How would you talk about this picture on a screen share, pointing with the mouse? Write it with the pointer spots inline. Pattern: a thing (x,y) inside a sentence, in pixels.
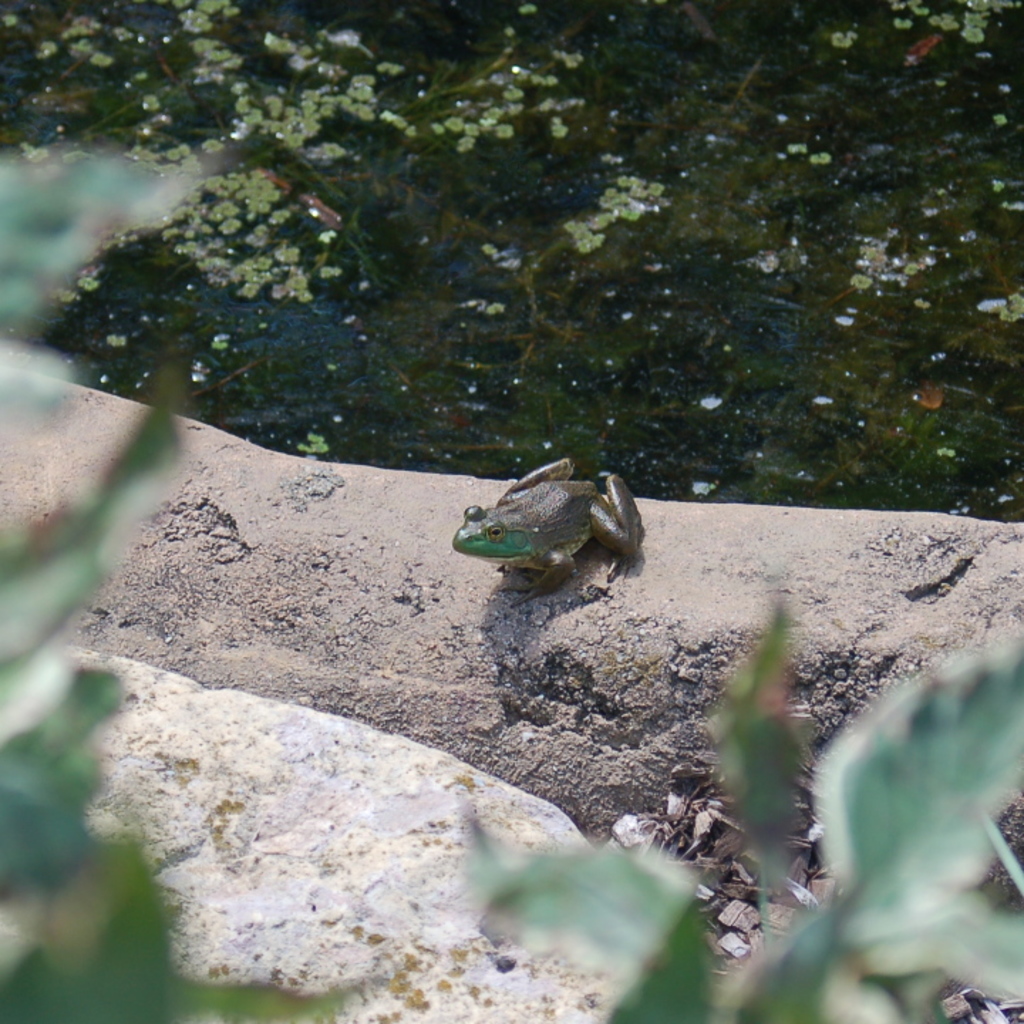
In this image I can see the plant (522,914) and the rock (351,906). To the side of the rock (398,921) I can see the frog (552,578) on the ground (544,641). In the background (470,264) I can see the water (466,282).
